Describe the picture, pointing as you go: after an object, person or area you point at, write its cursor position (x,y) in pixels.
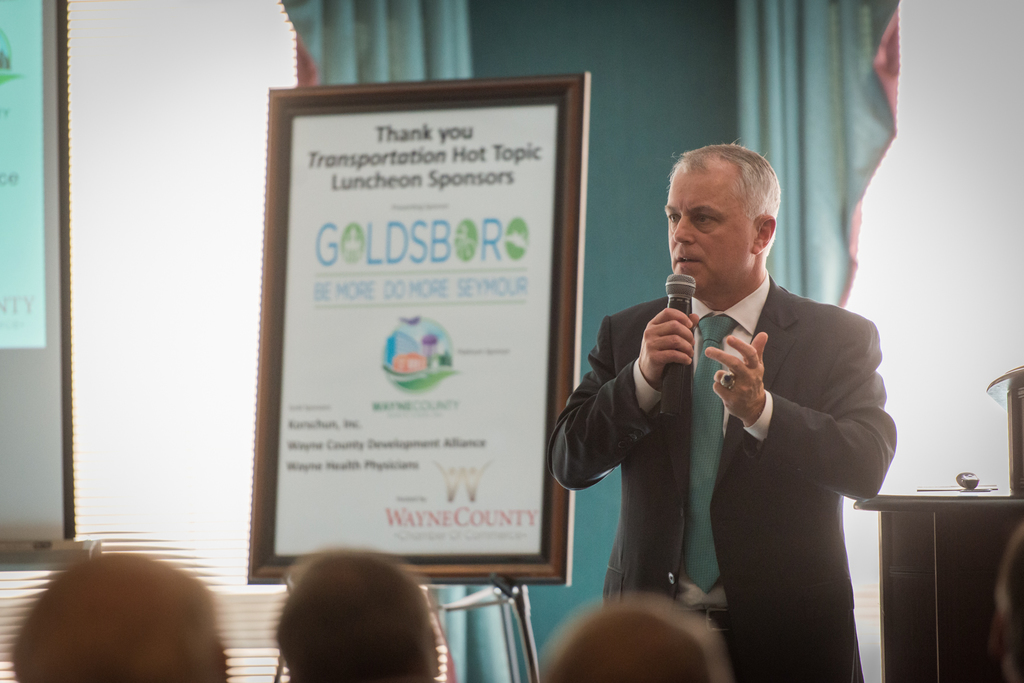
At the bottom of the image (425,656) there are heads (668,658) of few people (187,655). Behind those heads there is a man (779,350) standing and holding a mic (680,296) in his hand (676,315). Beside him there is a poster (402,283) with text (430,403) and images (435,362) on it. Behind them there are glass walls (898,110) with curtains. On the right side of the image (948,511) there is a table (927,501) with few things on it.
